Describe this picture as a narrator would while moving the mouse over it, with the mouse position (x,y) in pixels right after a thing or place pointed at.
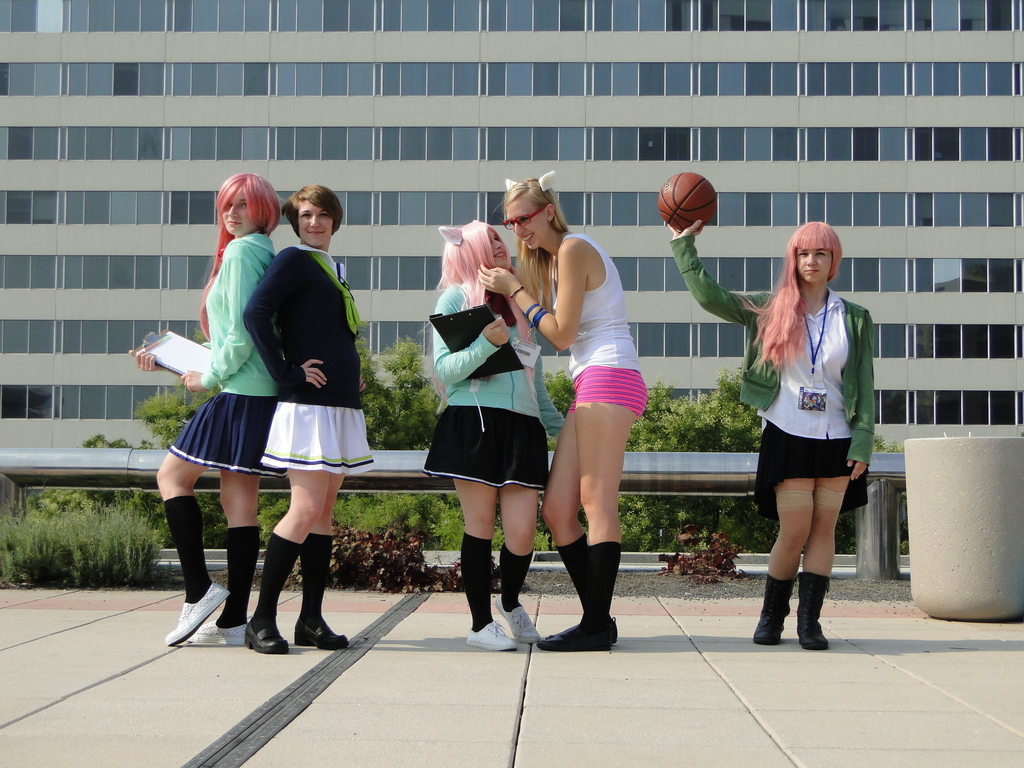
In this image I can see five women's (173,445) are standing on the road (654,683) and are holding a ball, file (470,322) and a pad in hand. In the background (389,446) I can see plants (115,523), pipe (113,471), trees (175,405) and a building (438,122). This image is taken during a day.
